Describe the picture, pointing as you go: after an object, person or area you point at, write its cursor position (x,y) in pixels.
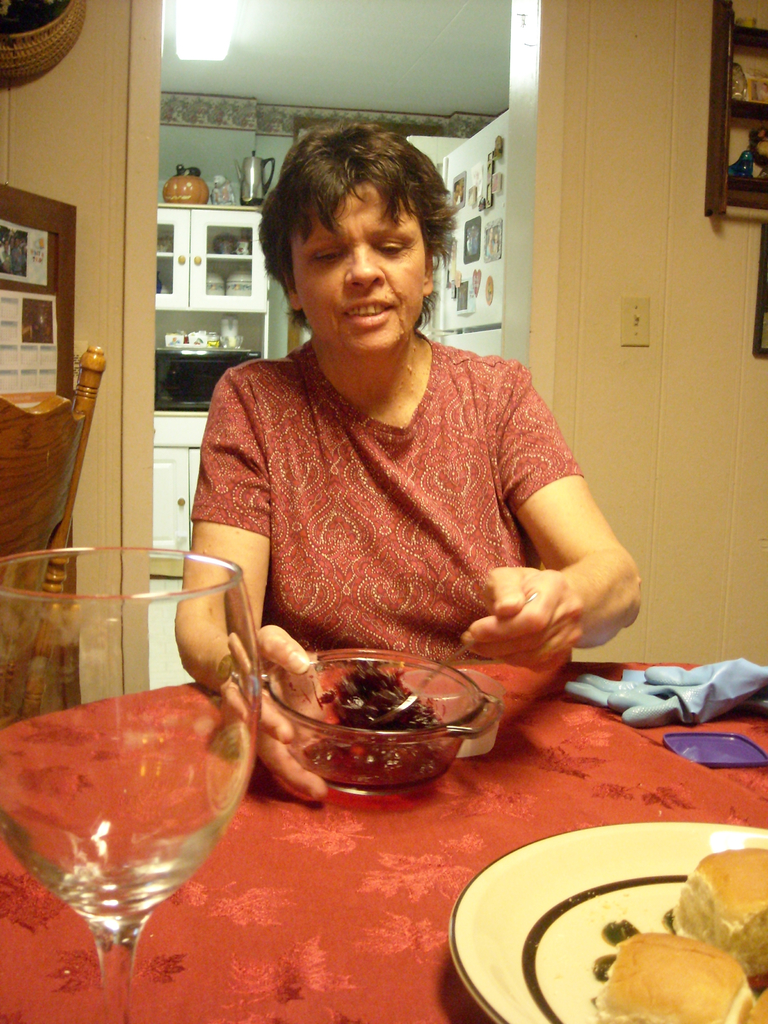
In the image we can see there is a woman (378,492) who is sitting and in a bowl (408,746) there are food items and on the table (302,895) there is a wine glass (155,821).
